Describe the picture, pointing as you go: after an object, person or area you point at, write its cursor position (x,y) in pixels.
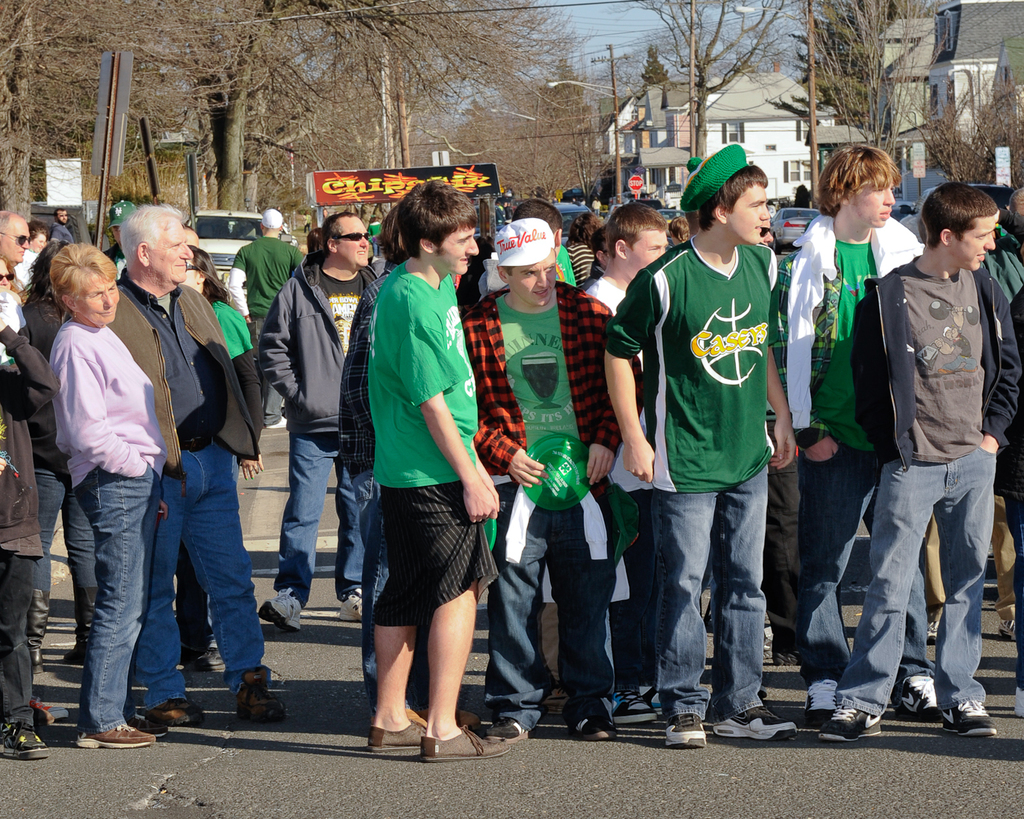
In this image we can see a group of people (763,453) standing on the ground (630,735). One person (751,590) is wearing a hat (719,170). In the background (465,186), we can see sign boards (476,178) with some text (346,180), a group of vehicles (223,233) parked on the ground (616,741), a group of trees (873,143), light poles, buildings (840,137) with windows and the sky (603,10).
